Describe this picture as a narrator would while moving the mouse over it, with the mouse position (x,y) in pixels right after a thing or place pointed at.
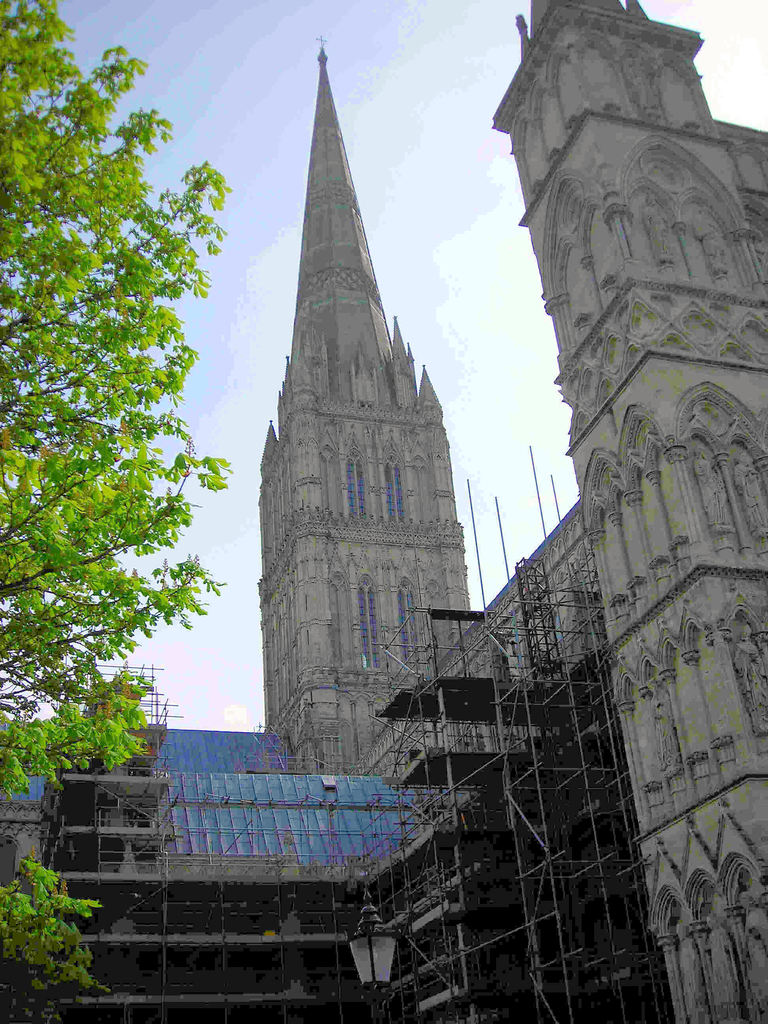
In this picture there is a church (314,424) which is in grey in color and it is towards the right (693,524). Towards the left (114,471), there is a tree (26,155). On the top (270,110) there is a sky (401,91) with clouds (401,91).
